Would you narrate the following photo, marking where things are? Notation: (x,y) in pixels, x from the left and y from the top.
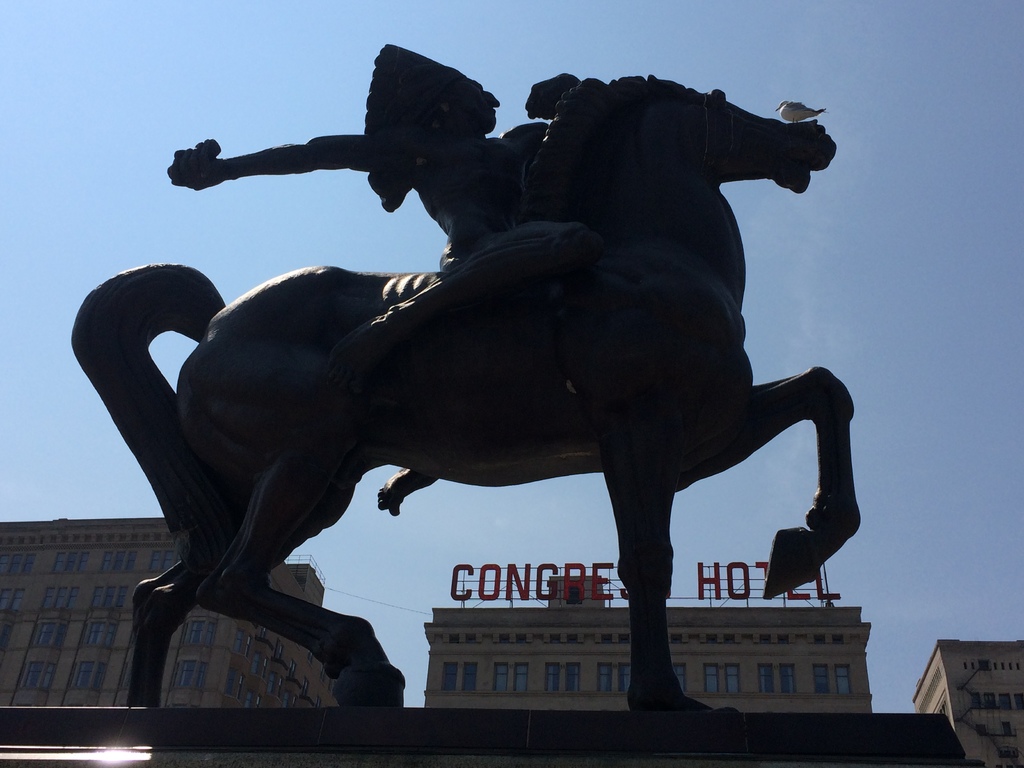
In this image we can see sky (233,133), statue (502,345), buildings (108,564) and a pedestal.
